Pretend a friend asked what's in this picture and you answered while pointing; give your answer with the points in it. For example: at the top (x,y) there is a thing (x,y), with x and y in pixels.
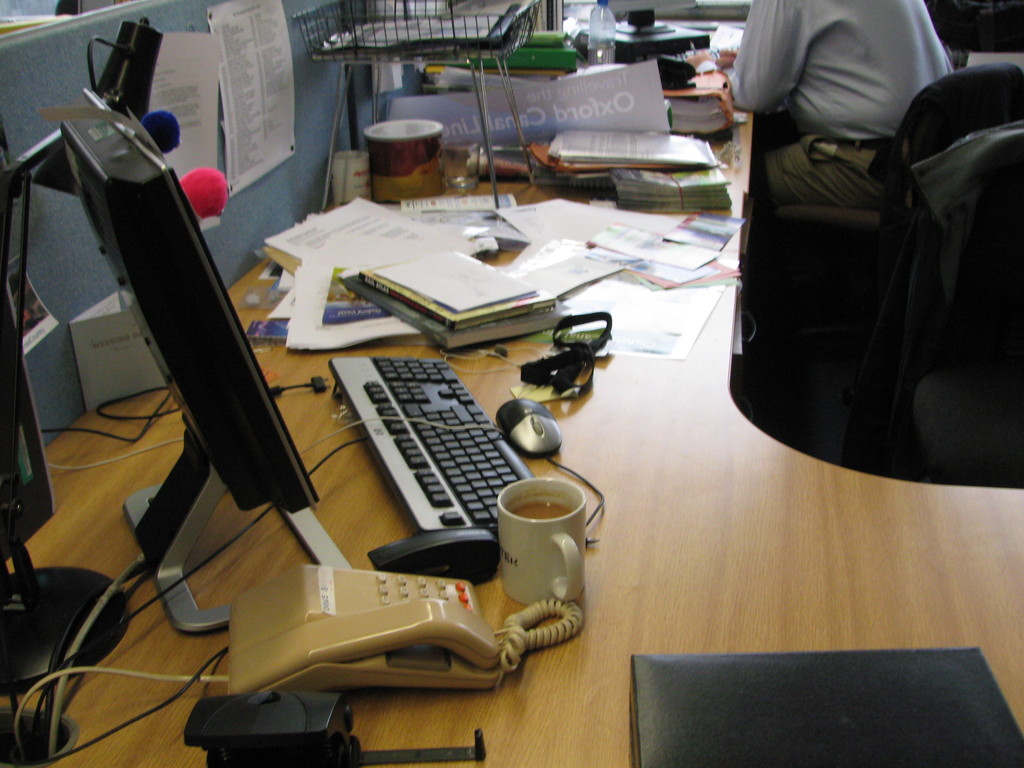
On a table (589,421) there are keyboard (450,486), monitor (228,399), mouse (518,413), coffee mug (560,523), telephone (340,584), file (644,677), basket (450,40), papers (421,243) and book (482,338). On wall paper (231,66) is attached. This man (814,112) is sitting on a chair (903,144). On this table (445,711) there is a bottle (605,55).
